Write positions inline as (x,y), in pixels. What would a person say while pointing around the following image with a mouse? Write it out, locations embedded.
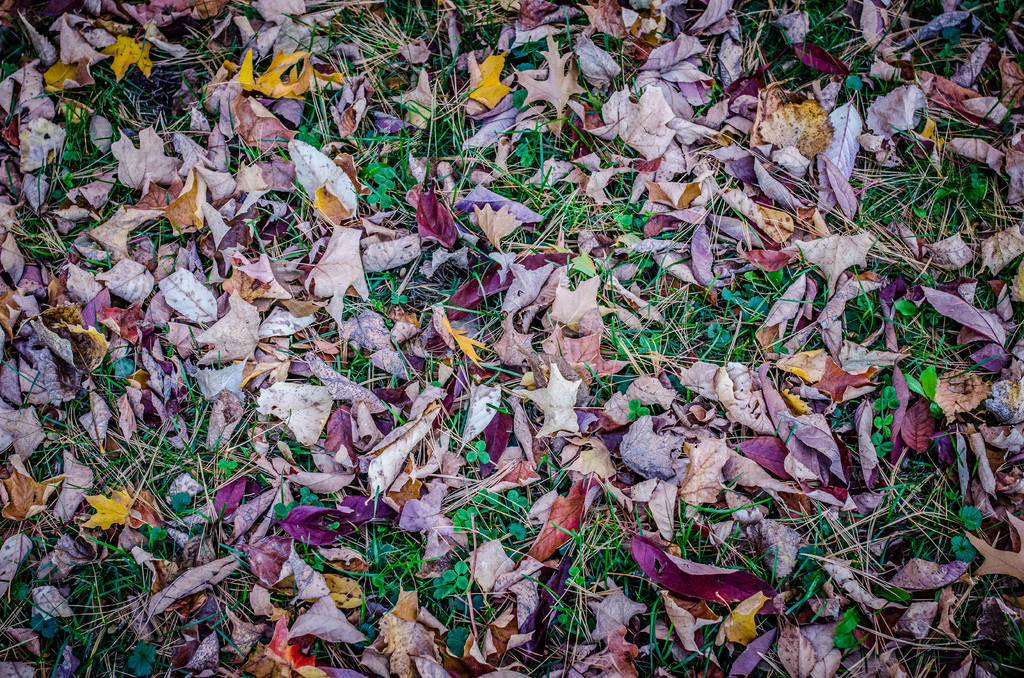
In this image I can see many dry leaves (560,280), grass (584,218) and few plants (475,513) on the ground (590,338).
